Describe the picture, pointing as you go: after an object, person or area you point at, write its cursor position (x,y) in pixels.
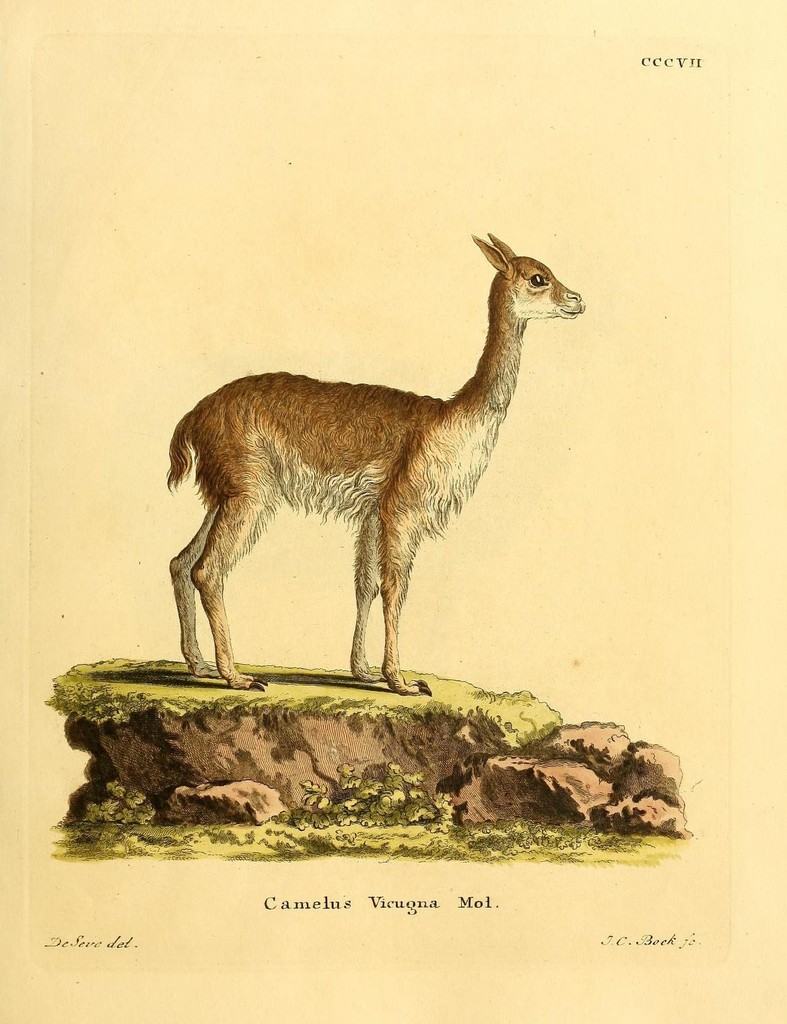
In this image there is an art (433,333). It is the painting (370,414) in which there is an animal (237,450) standing on the stone (300,687).
